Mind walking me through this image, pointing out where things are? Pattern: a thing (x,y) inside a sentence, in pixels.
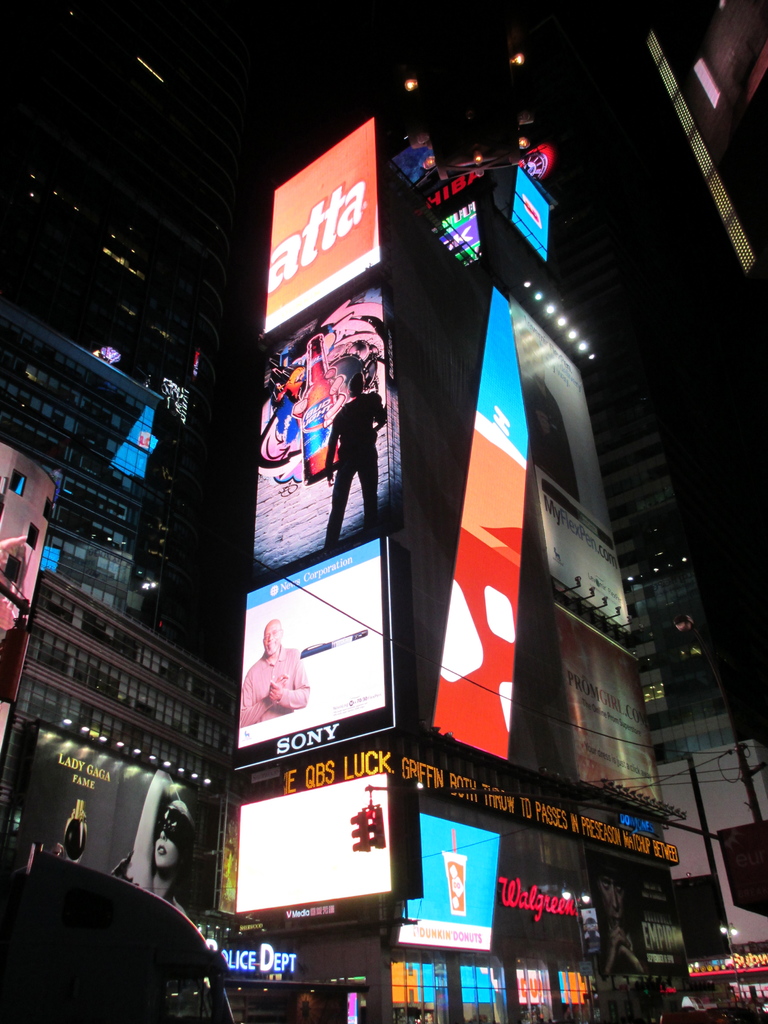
The picture consists of buildings (149,356), hoardings (330,702), lights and glass windows (700,645). In the foreground (140,955) there is a car (94,929). At the top (375,51) it is dark.
